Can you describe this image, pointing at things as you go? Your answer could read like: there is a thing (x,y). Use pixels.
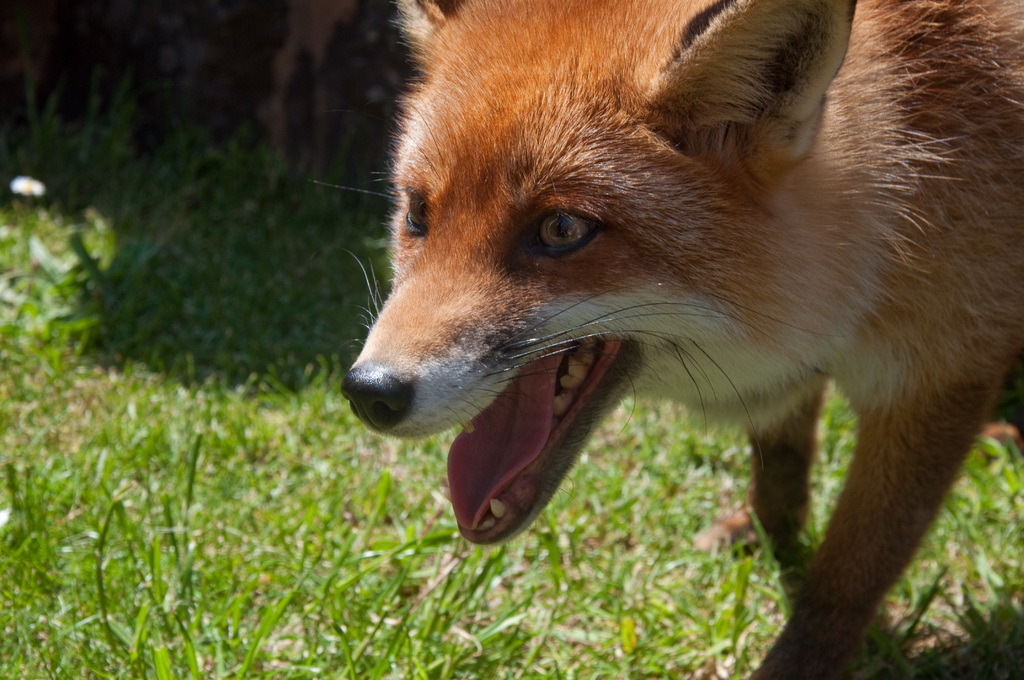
In this image we can see there is a animal (774,445) and grass (173,354).
